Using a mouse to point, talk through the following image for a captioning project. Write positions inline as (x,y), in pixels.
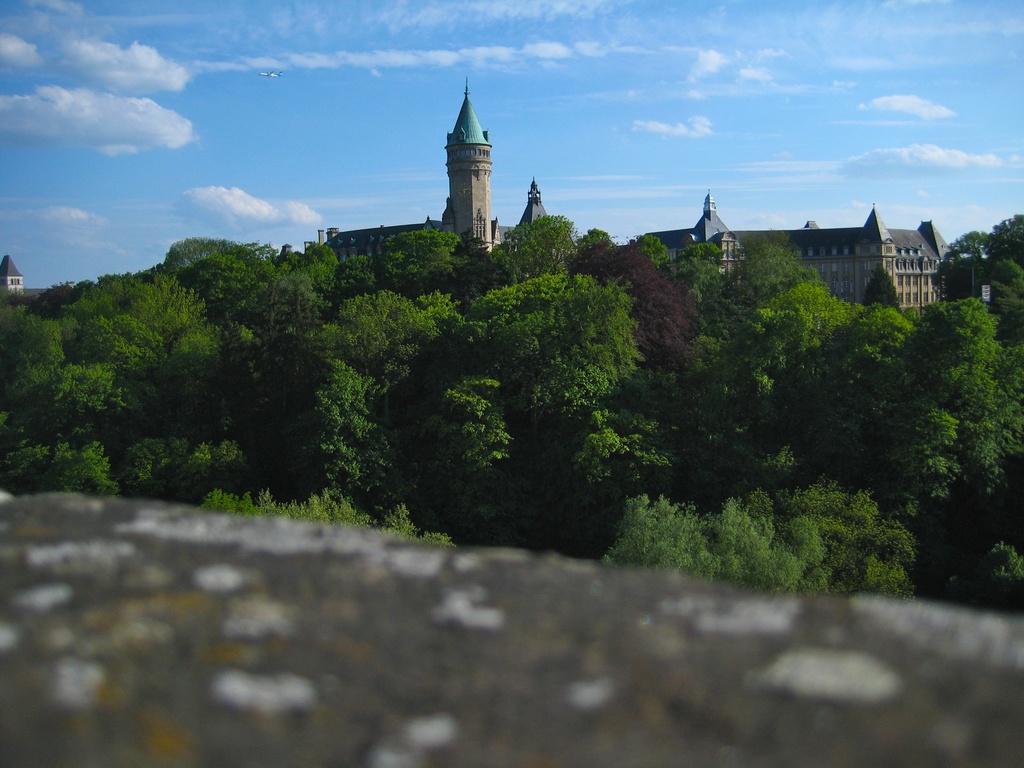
In this image we can see trees (497,396). In the back (499,235) there are buildings (499,235). Also there is sky (341,91) with clouds (431,58). At the bottom (186,573) it is blurry.
